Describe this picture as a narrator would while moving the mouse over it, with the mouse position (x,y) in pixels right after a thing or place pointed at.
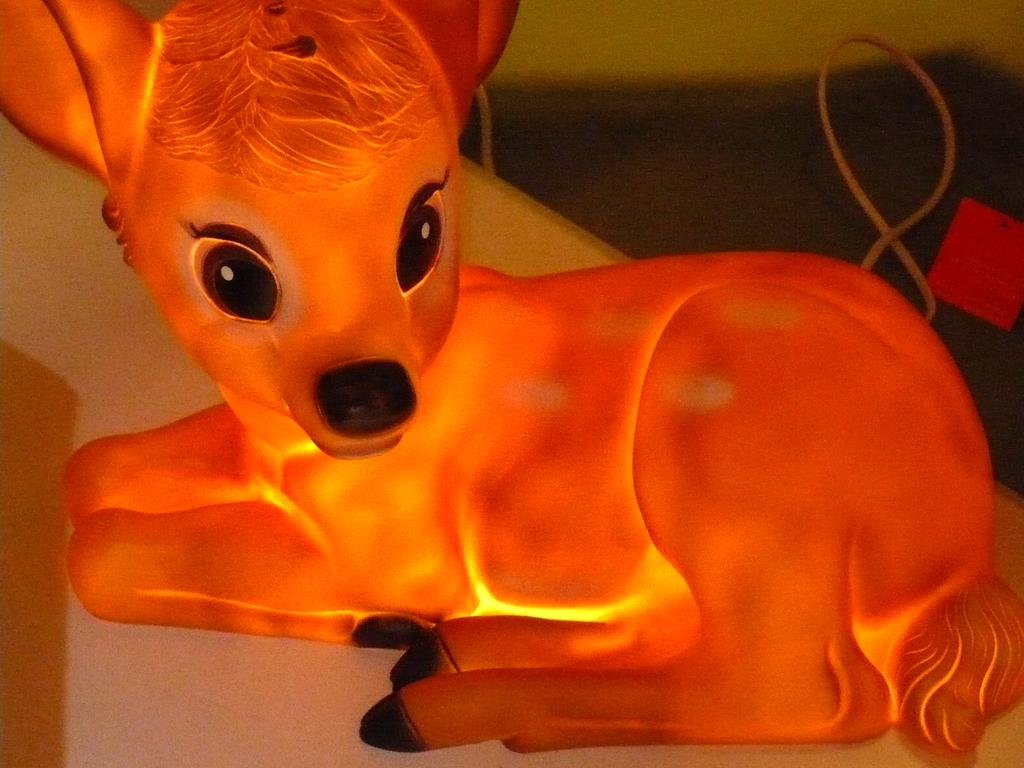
In this image I can see an animal shaped toy (622,538) which is orange, black and yellow in color on the white colored surface (234,641). I can see a red colored object (951,253) and few ropes (907,223).
